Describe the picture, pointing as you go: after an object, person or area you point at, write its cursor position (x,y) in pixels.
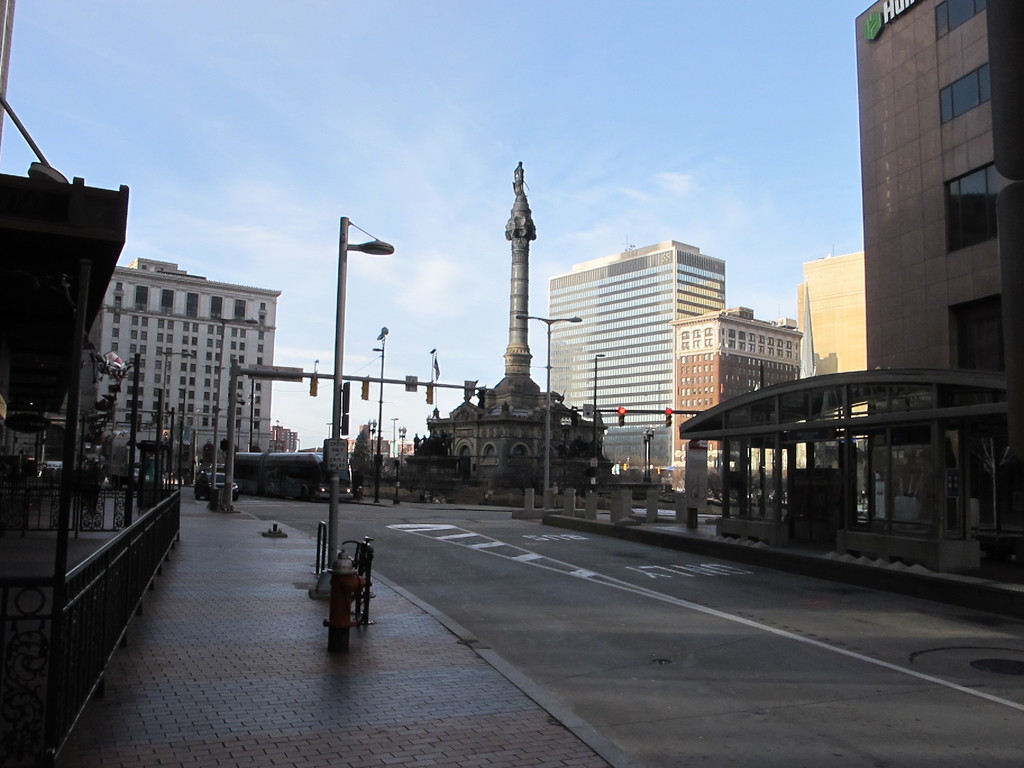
In the foreground (31,229) I can see a fire hydrant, street lights (336,536), fence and buildings (6,366). In the middle (509,413) I can see a pillar (515,399). In the background (496,295) I can see the sky (178,142). This image is taken during a day.
